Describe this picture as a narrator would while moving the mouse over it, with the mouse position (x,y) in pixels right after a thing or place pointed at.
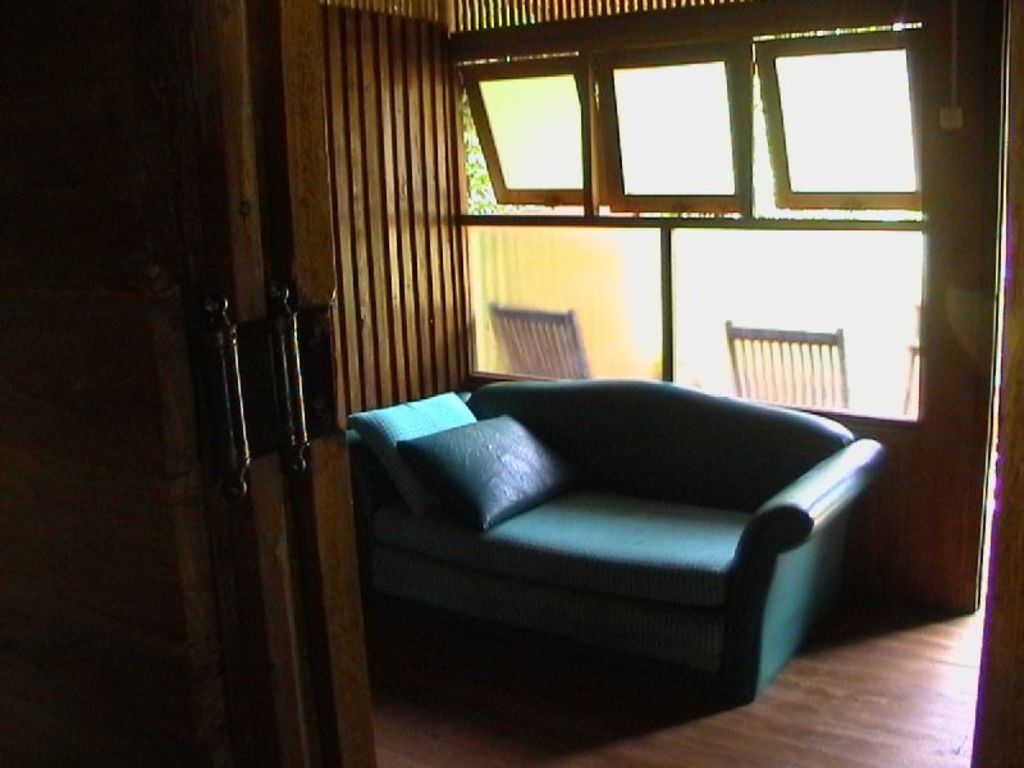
A picture inside of a room (119,526). This is a blue couch (555,427) with pillows (435,479). This are windows (802,306) with glass (898,185).
